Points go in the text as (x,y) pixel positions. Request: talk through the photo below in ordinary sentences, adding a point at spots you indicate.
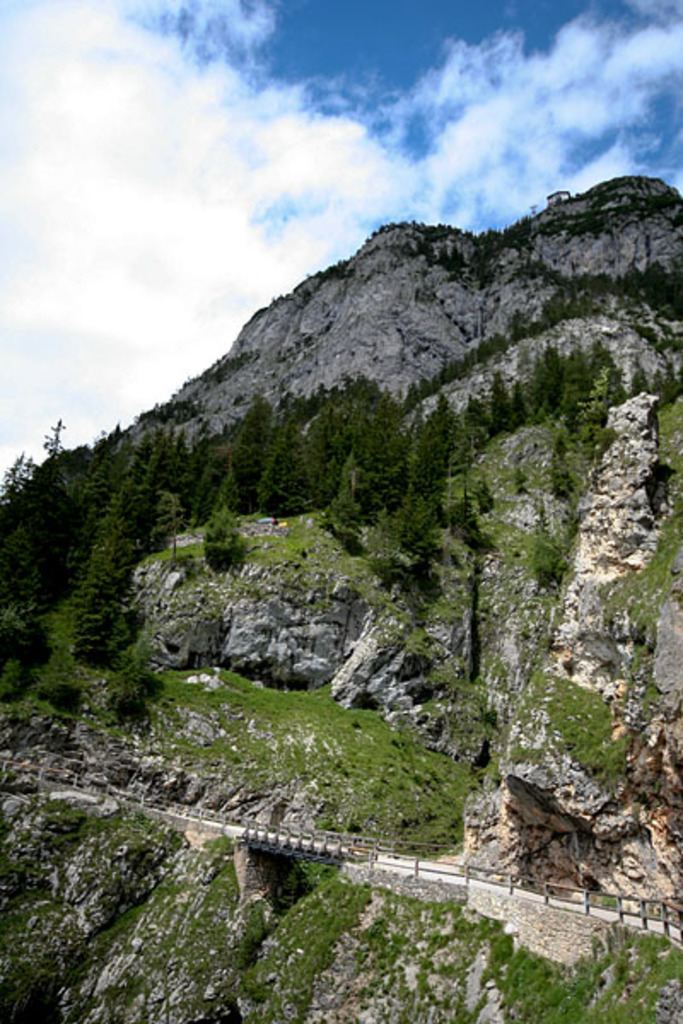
In the background (479,27) we can see the sky (330,70) and clouds (420,104). This picture is mainly highlighted with the hills (257,555) and the thicket (329,875). We can see the road (254,833) and the railing (645,909).
